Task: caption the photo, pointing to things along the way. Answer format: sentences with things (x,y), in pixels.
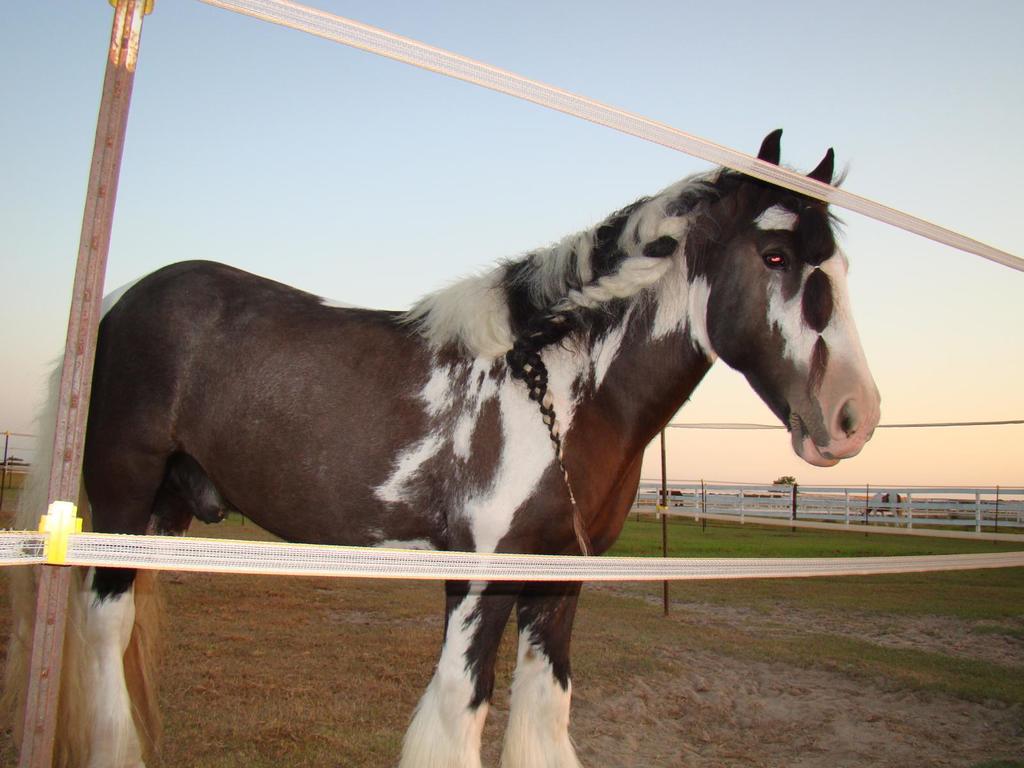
In this image I can see the horse (411,456) in black, brown and white color. I can see the fencing (563,572), grass (716,527) and the sky (660,444) is in blue and white color.
